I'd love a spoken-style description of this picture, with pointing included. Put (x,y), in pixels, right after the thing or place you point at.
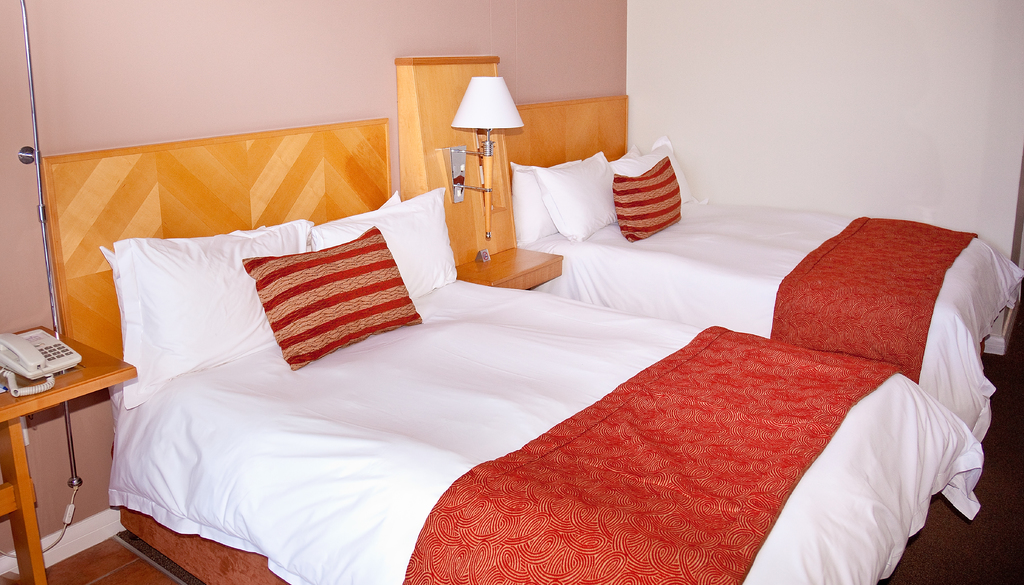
In this image I can see two beds (607,292). On the bed (552,353) there are pillows (333,273). To the side of bed (433,307) there is a telephone (56,353) and the lamp (496,116).
